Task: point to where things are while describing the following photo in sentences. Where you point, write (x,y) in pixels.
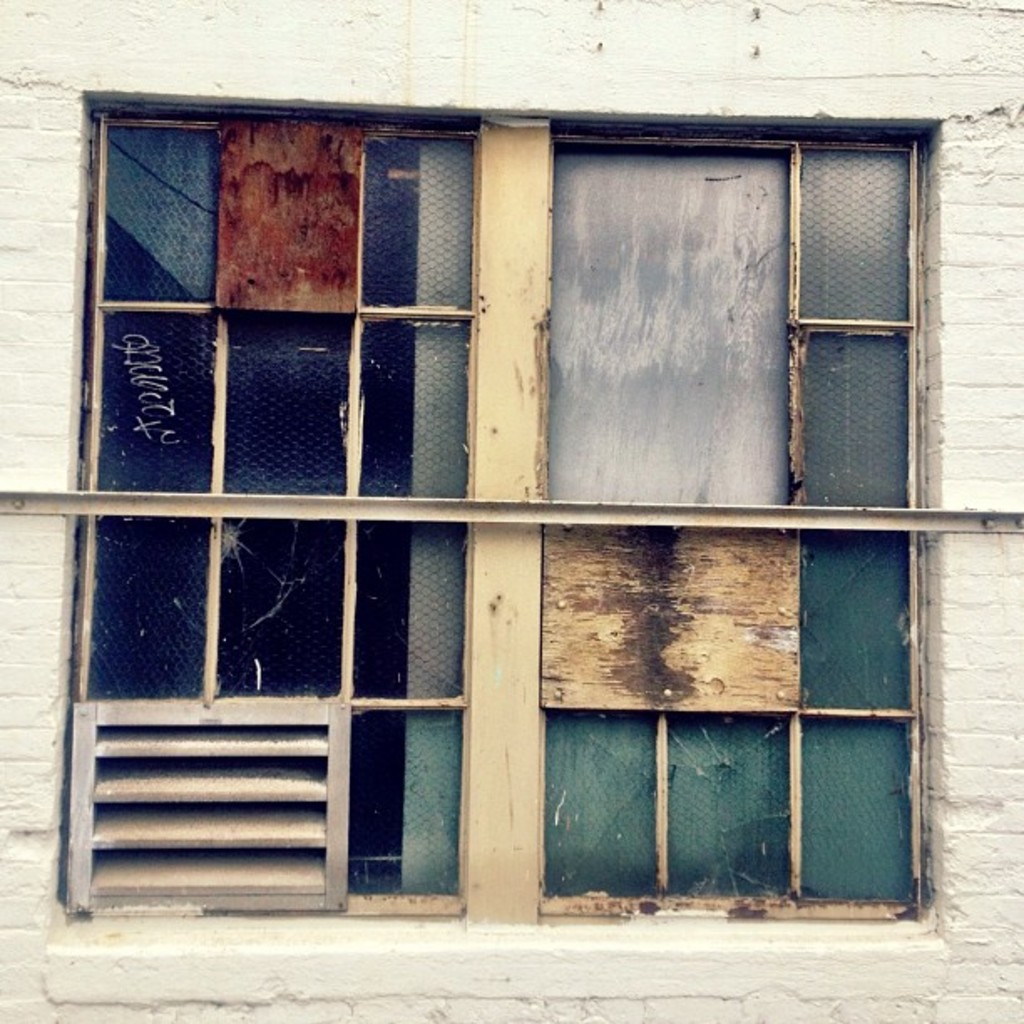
In this picture we can see a wall (427,995), there is a window (335,527) and glasses (315,336) here.
